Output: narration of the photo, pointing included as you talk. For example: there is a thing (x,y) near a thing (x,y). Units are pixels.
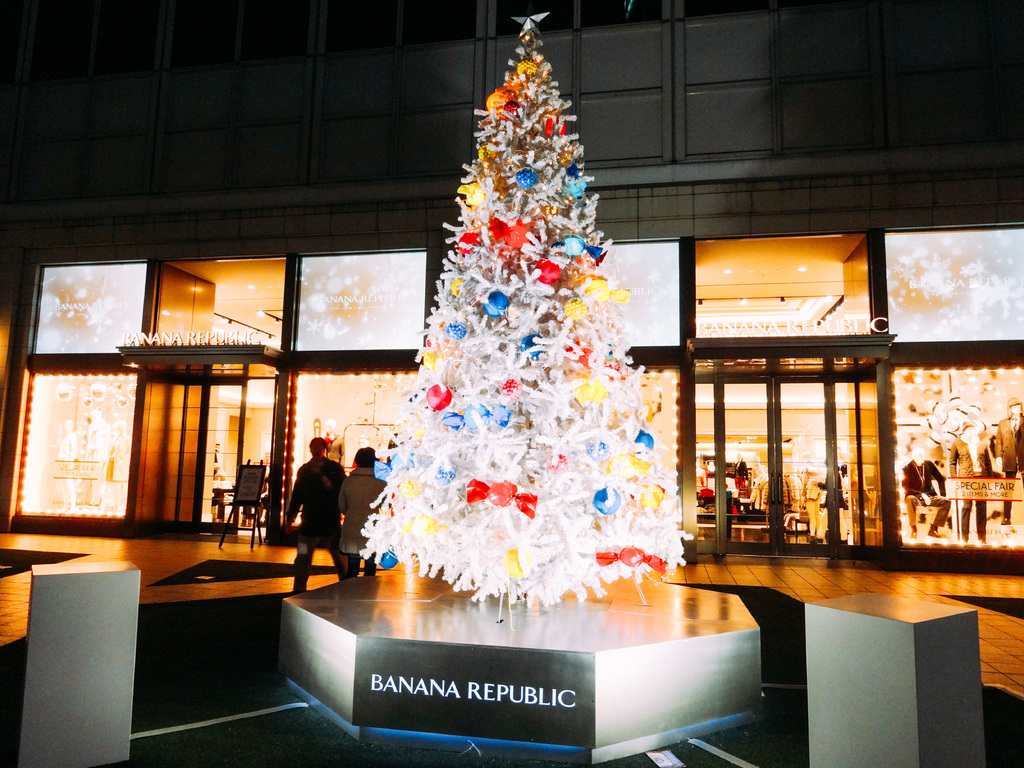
Here we can see a tree (544,405) with gifts (583,389) tied to it on a platform (483,652). In the background (354,307) there is a building (341,302), doors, lights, dresses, some other objects (243,504) and two persons (333,487) walking on the road (24,564).
